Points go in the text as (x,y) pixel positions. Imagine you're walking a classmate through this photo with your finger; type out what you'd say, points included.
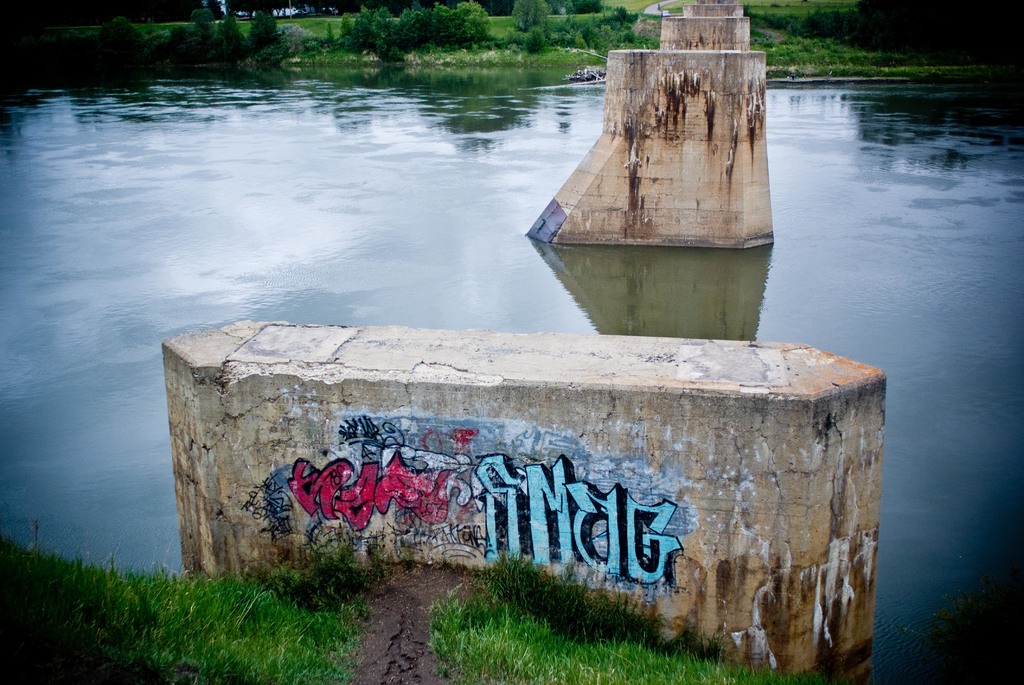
In the image there are pillars (588,216) in the middle of lake (821,331) with grassland (662,645) on either side of it.
